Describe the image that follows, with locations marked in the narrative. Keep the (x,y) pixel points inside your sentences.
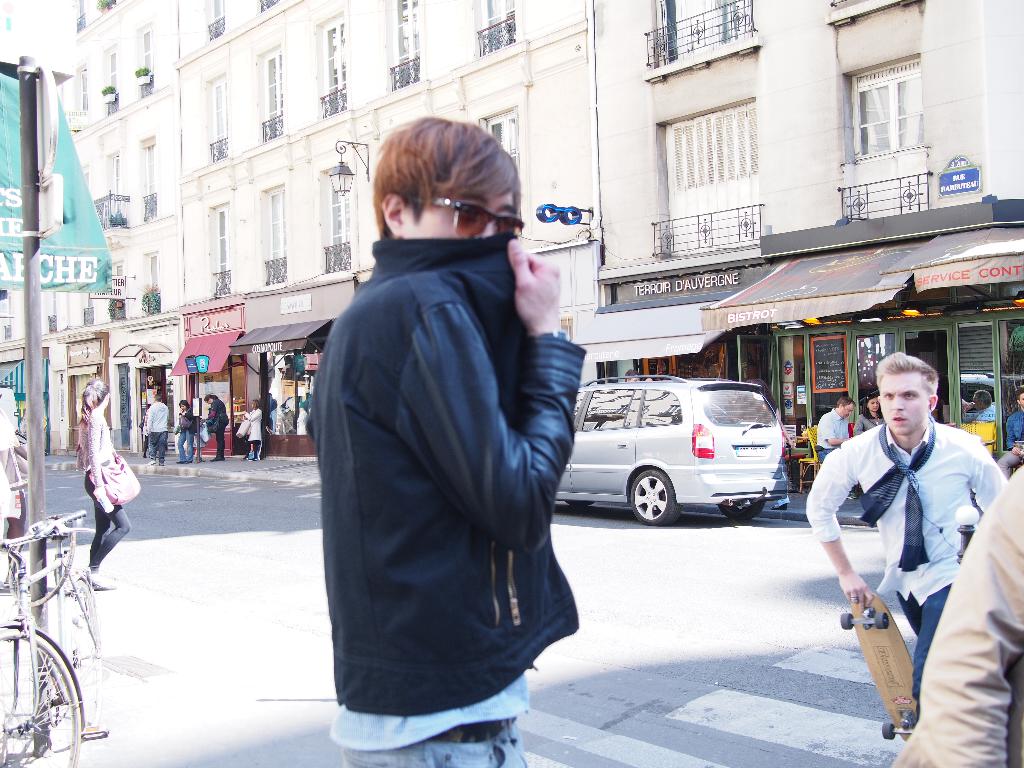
In this image we can see a person (460,333) wearing specs (496,222). On the right side (903,486) there is a person (983,490) holding a skating board (867,621). Also there is a road (196,491). On the left side (29,320) there is a pole (37,345). Near to that there is a cycle (59,579). On the right side (688,111) there are many buildings (522,101) with windows (742,137) and name boards (220,324). Near to that there are many people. Also there is a vehicle (635,407).
